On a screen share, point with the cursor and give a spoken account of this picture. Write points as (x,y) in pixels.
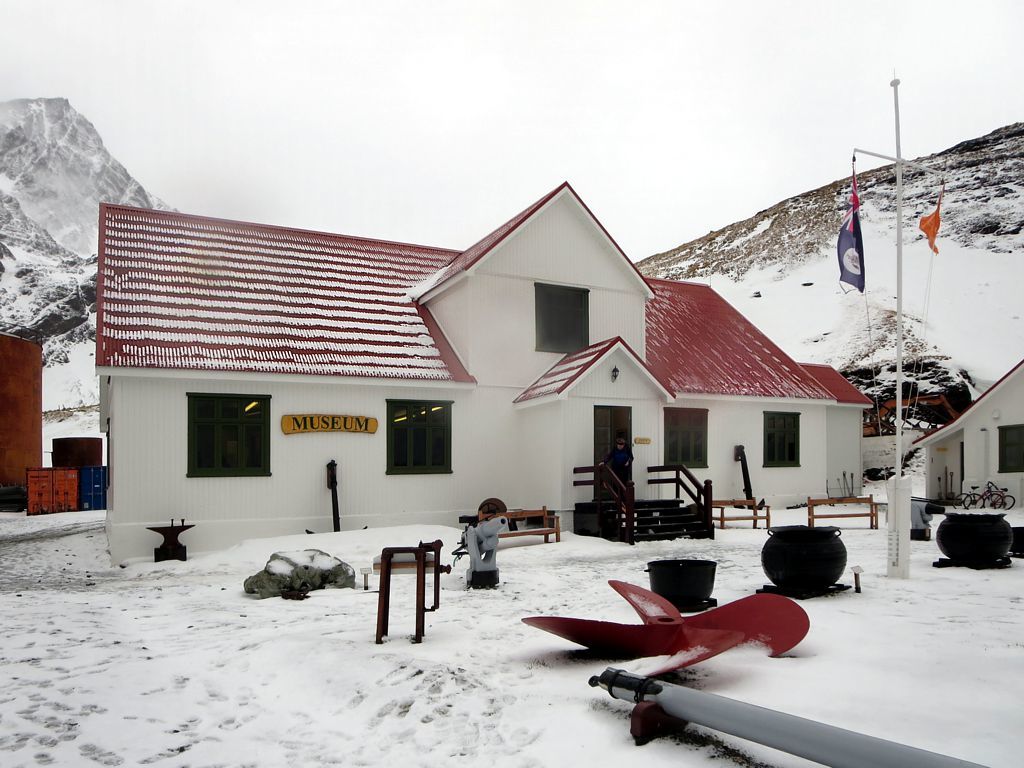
This is house (372,436) with the windows (685,434) and doors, this is snow (355,545) and a sky (506,116).
